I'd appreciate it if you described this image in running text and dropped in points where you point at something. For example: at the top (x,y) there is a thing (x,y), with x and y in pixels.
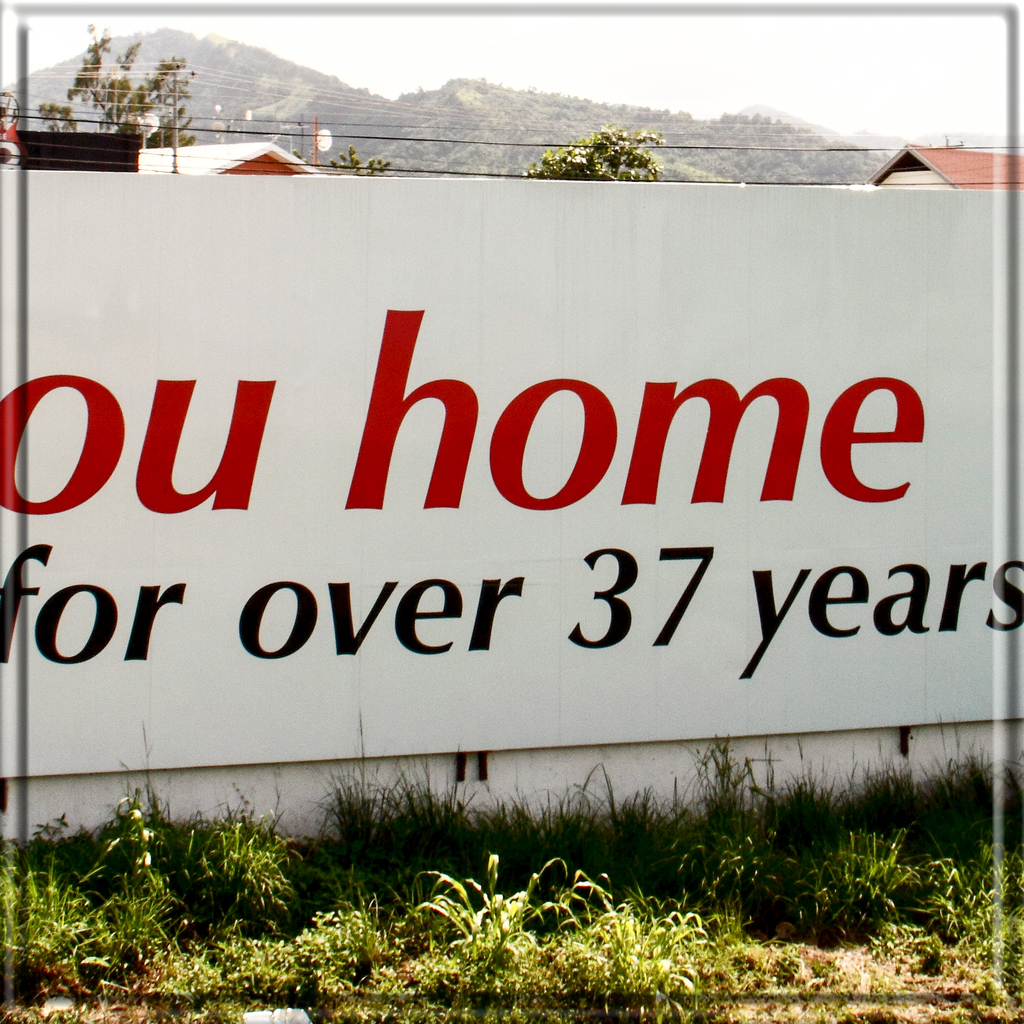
At the bottom of this image (386,938) I can see the grass (421,930) and some plants (226,970) on the ground (790,958). In the middle of the image (458,420) there is a board (490,394) attached to a wall (492,767). On the board (293,590), I can see some text (780,438). In the background (330,169) there are few trees (103,98), houses (248,155) and hills (462,98). At the top of the image (723,52) I can see the sky (575,27).
